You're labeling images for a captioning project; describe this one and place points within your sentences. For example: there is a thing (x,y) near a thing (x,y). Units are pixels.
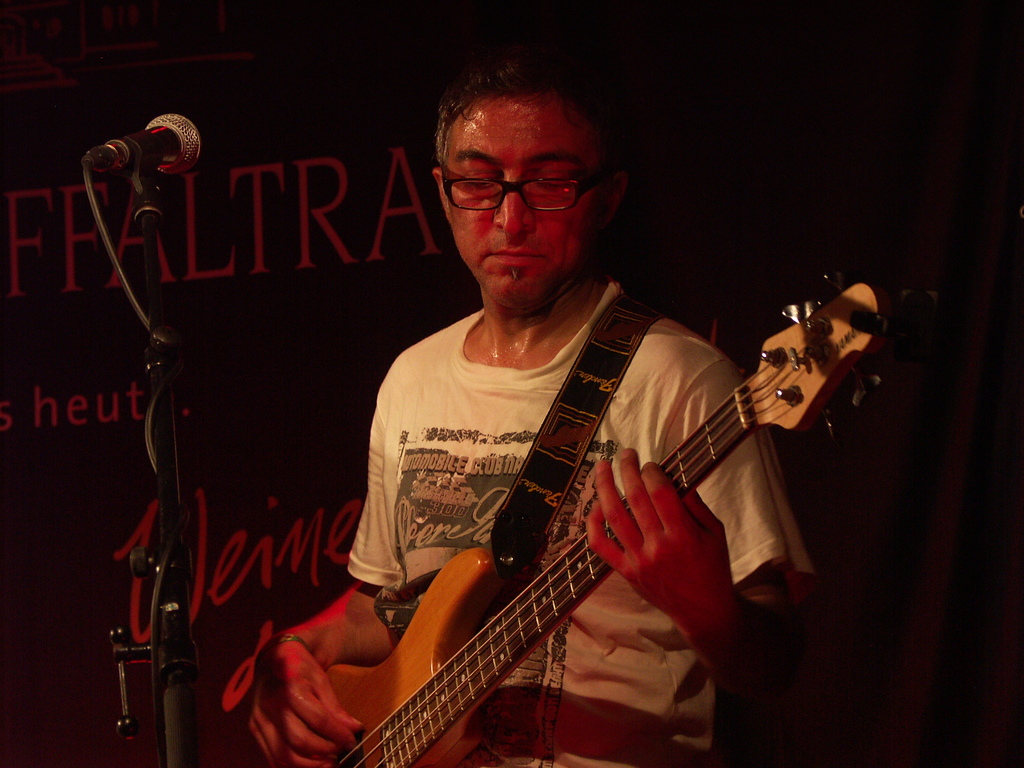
In this picture there is man (466,448) who is playing guitar (467,593). he is wearing white t shirt (660,360) and glasses (552,203). In front of him there is mic (171,141). In the background (173,208) there is a banner (753,61) and curtain (883,389).
